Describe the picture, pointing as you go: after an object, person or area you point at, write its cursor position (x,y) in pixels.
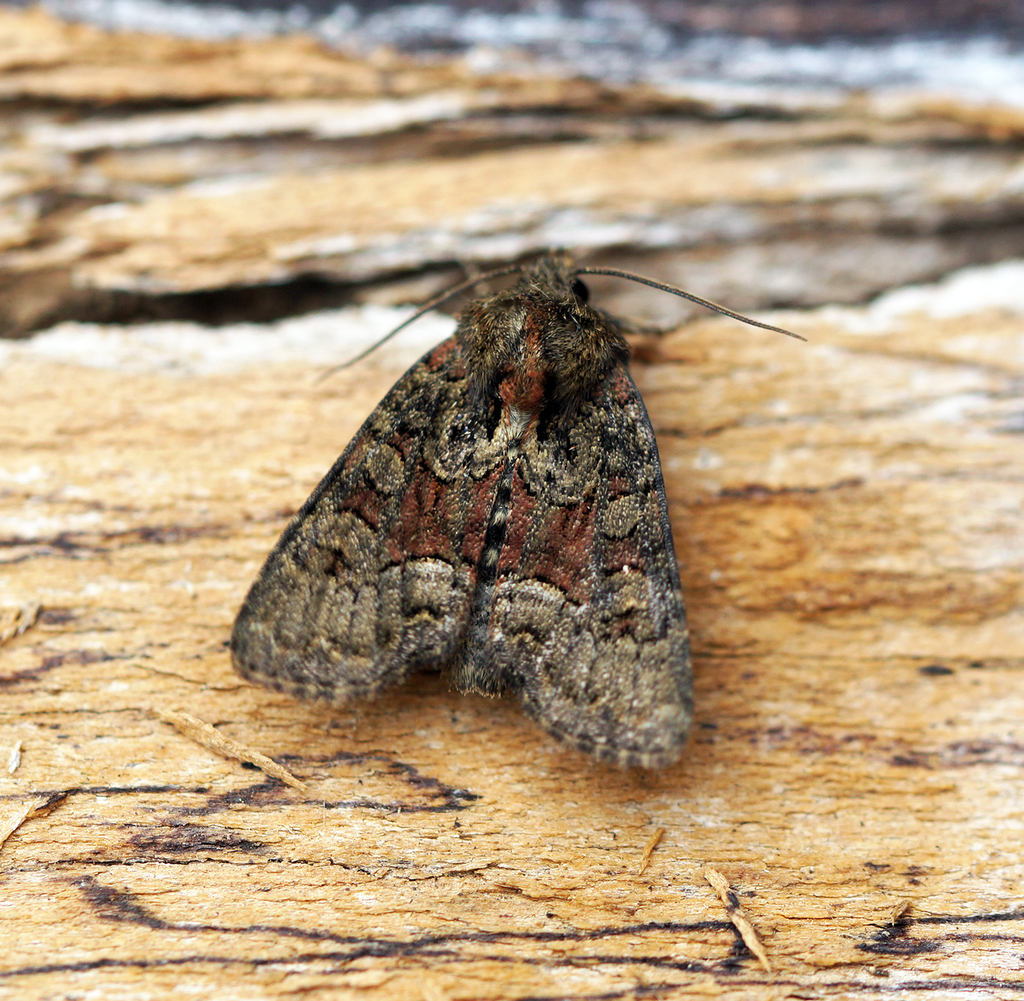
In the image we can see a moth (577,519), wooden surface (417,794) and the top part of the image (658,96) is blurred.
